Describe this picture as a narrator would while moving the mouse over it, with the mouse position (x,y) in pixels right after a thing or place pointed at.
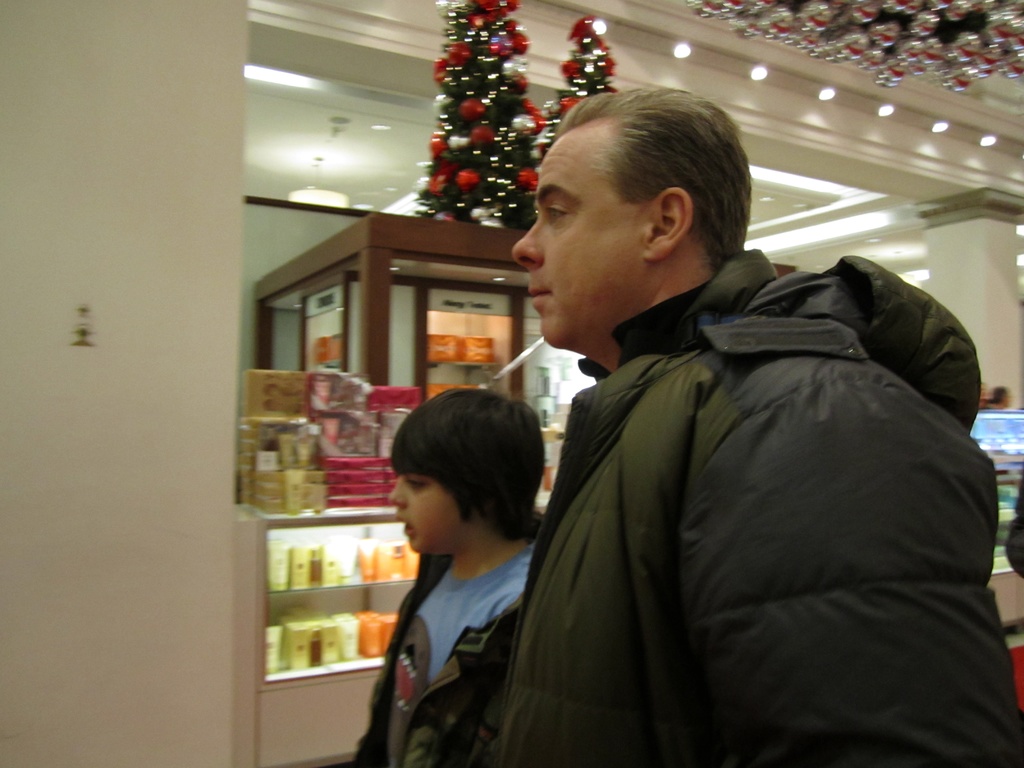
There are two persons (528,672) standing and we can see wall (223,676). On the background (377,548) we can see some objects (344,477) in glass racks (349,516). On top (471,40) we can see lights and Christmas trees (479,54).
